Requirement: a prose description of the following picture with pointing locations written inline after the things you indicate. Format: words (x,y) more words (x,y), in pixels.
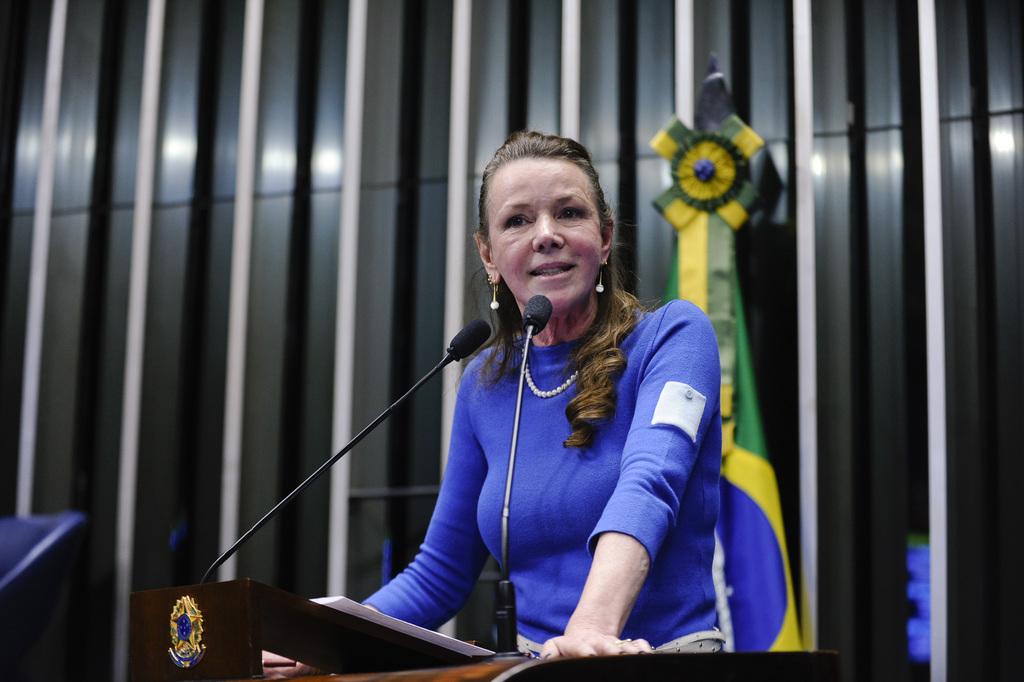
In this picture we can see a woman (523,282) and in front of her we can see mics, paper (381,616) and some objects (237,628) and at the back of her we can see a flag (677,291) and poles (938,263).
